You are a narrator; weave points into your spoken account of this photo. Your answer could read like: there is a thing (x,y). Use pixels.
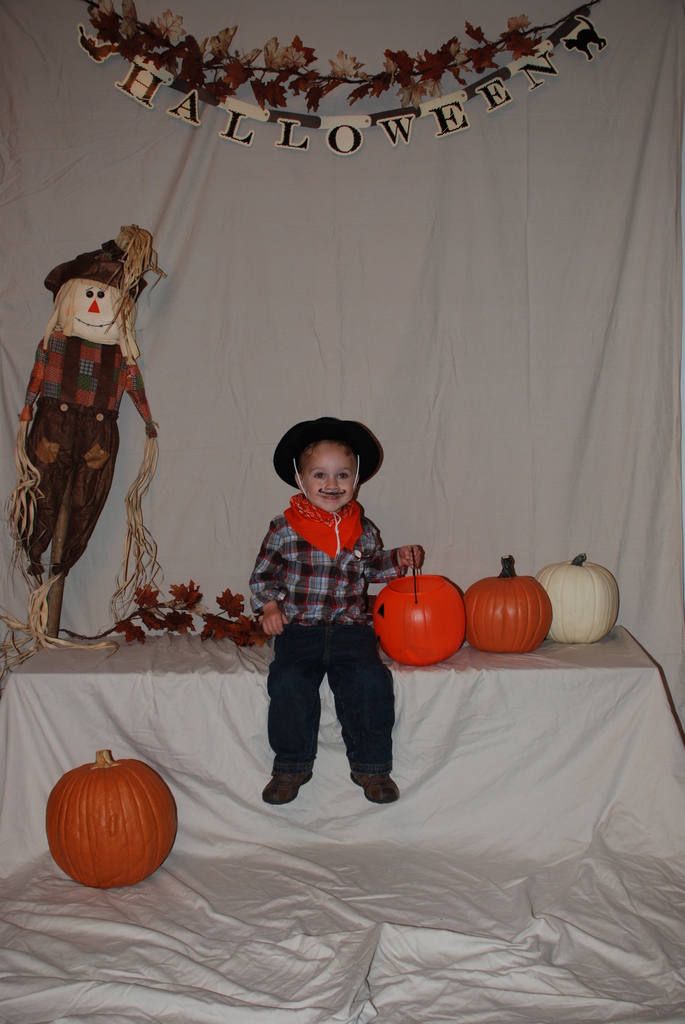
In this image we can see a child (351,761) sitting on a table (407,733) containing some pumpkins (154,780). We can also see a white curtain (232,341), a doll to a stick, some leaves (465,59) and a board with some letters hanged under the leaves (428,69).
